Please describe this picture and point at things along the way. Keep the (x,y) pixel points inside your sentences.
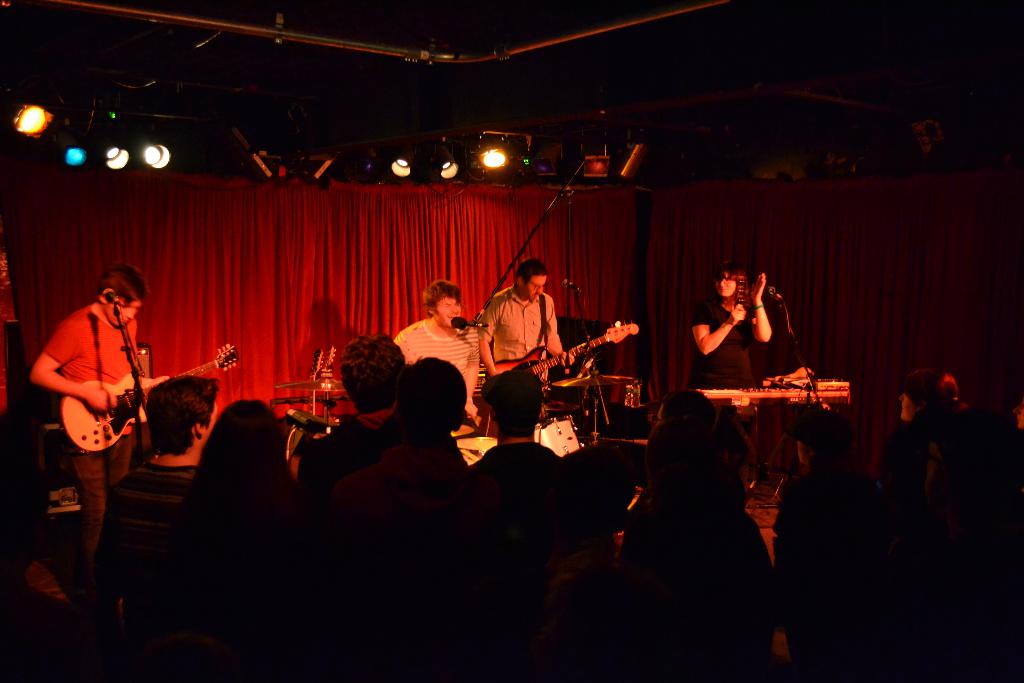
In this image there are group of people (443,416), four people (113,462) standing on the stage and audience (543,528) are standing opposite to them. Two persons (497,344) are playing guitar (583,343) and one person (440,318) is singing. At the back (387,216) there is a red curtain (408,250) and at the top (39,123) there are lights (19,120).
